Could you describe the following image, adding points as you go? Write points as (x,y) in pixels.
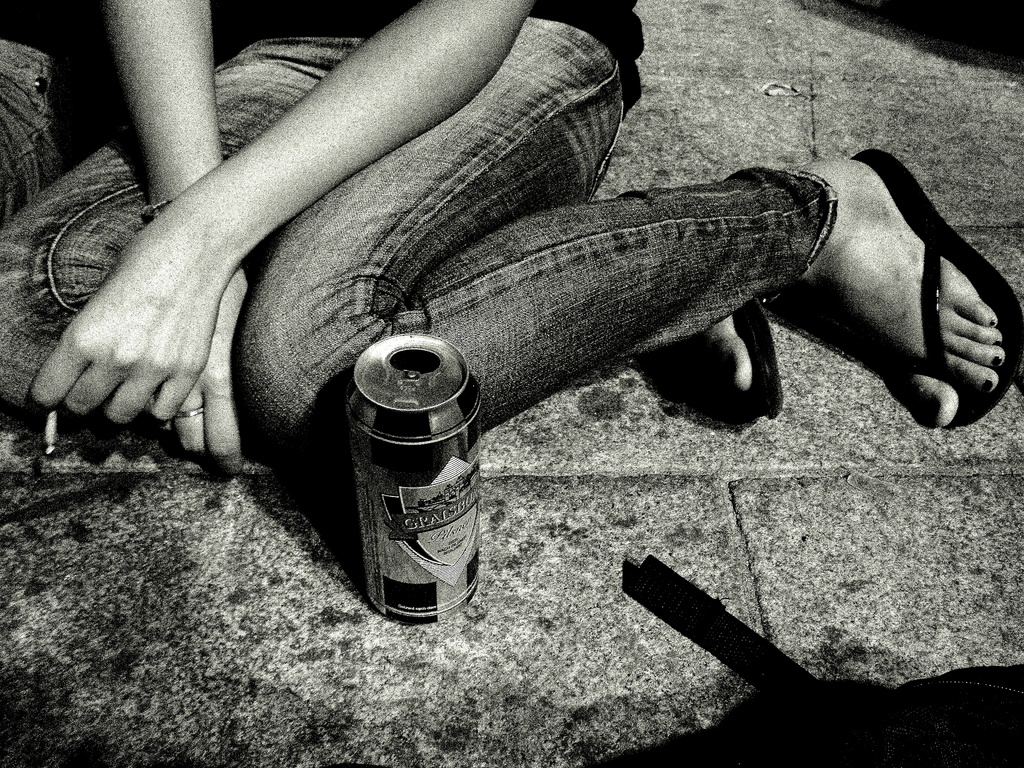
In this image we can see a girl (443,205) is sitting, she is wearing jeans (469,246) and slippers (931,319). In front (429,432) her one can (456,479) is there and she is holding cigarette (52,447) in her hand (204,264). Right bottom of the image (900,715) one bag (888,732) is there.
